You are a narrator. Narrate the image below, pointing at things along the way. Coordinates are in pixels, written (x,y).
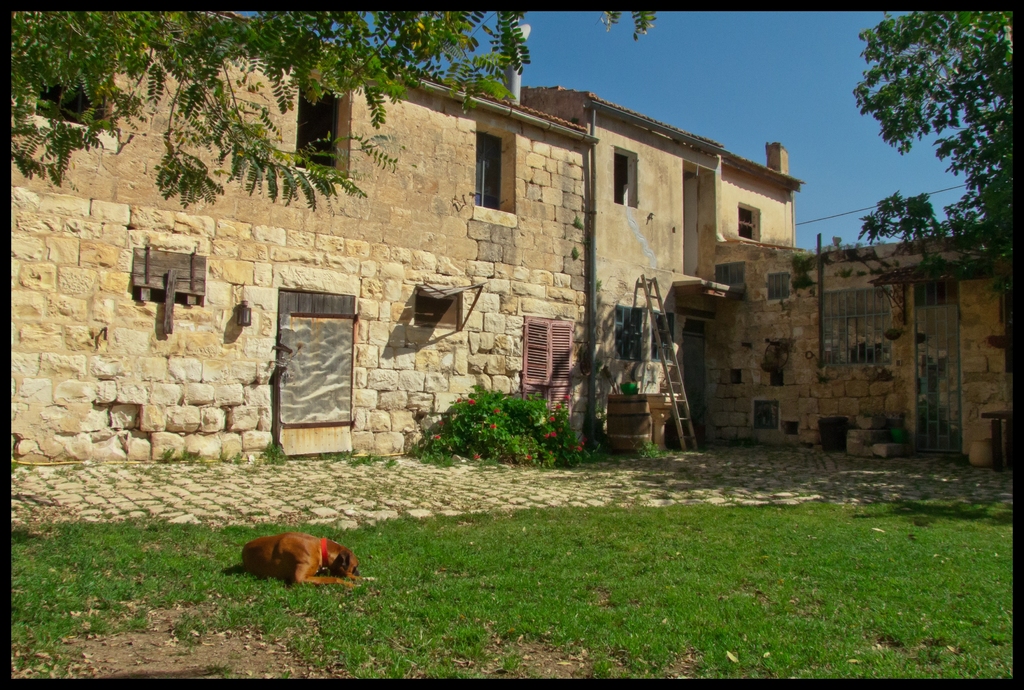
In this image we can see buildings (503,328), wall (393,334), door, windows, dog (306,576), grass (311,592), trees (113,30), plants (502,411) and sky (670,48).
